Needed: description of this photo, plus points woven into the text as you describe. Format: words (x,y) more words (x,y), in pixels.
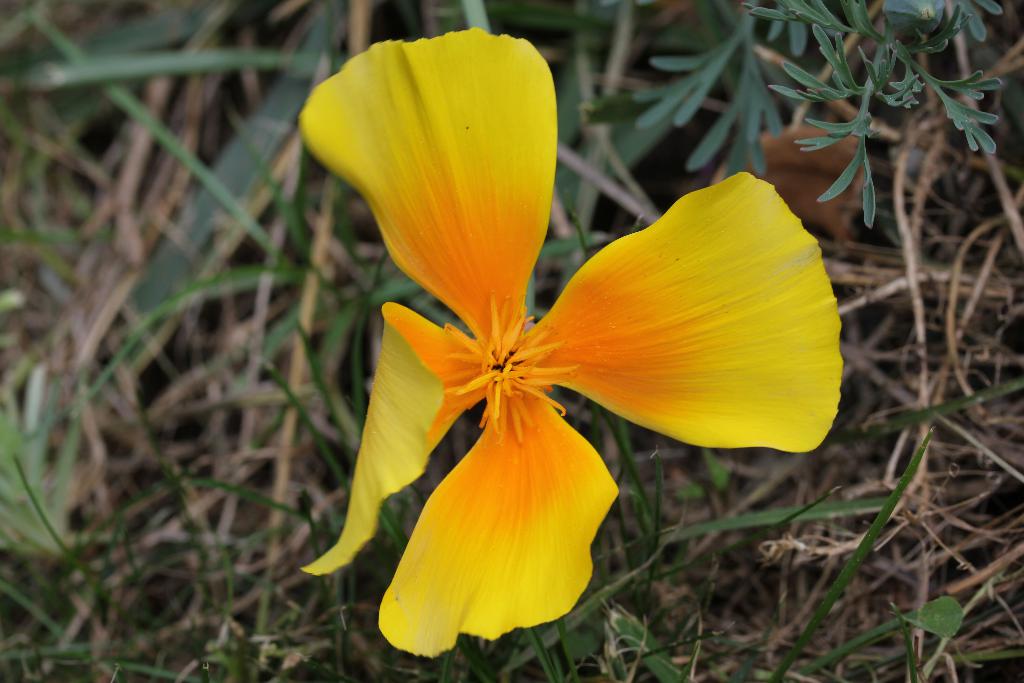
Front we can see flower (530,451). Background (9,269) it is blur. We can see dried grass (121,170) and leaves (728,122).
